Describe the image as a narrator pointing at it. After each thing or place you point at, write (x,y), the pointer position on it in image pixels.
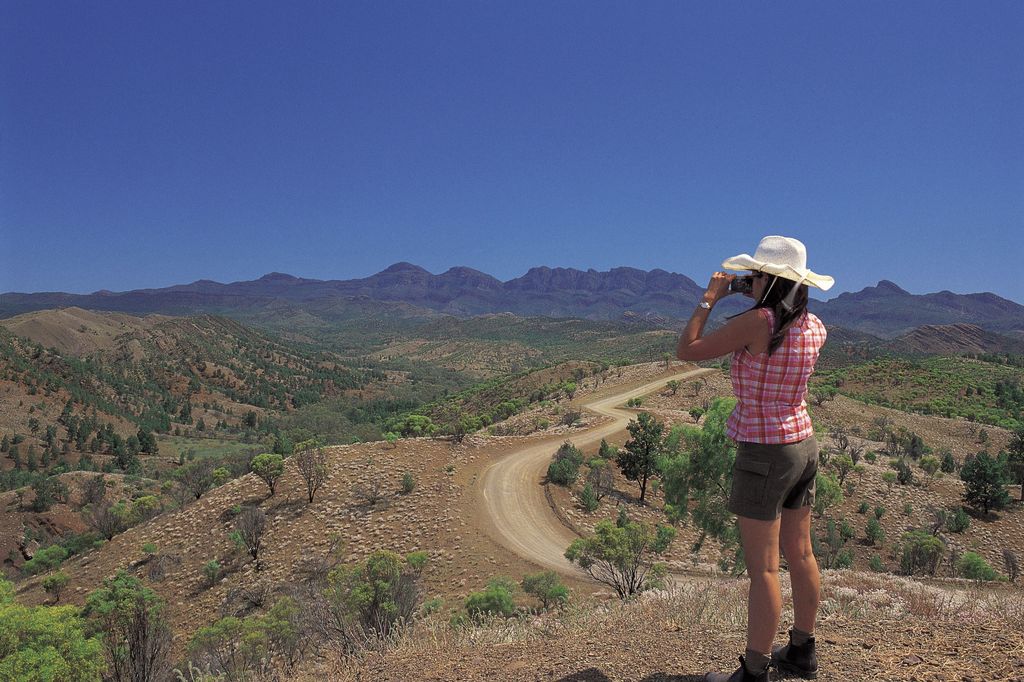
In this image we can see a lady (773,334) wearing hat (774,254). She is holding something in the hand (735,291). In the background (256,349) there are trees (558,468). Also there is a road (497,473). There are hills (467,308) and sky (456,152).
